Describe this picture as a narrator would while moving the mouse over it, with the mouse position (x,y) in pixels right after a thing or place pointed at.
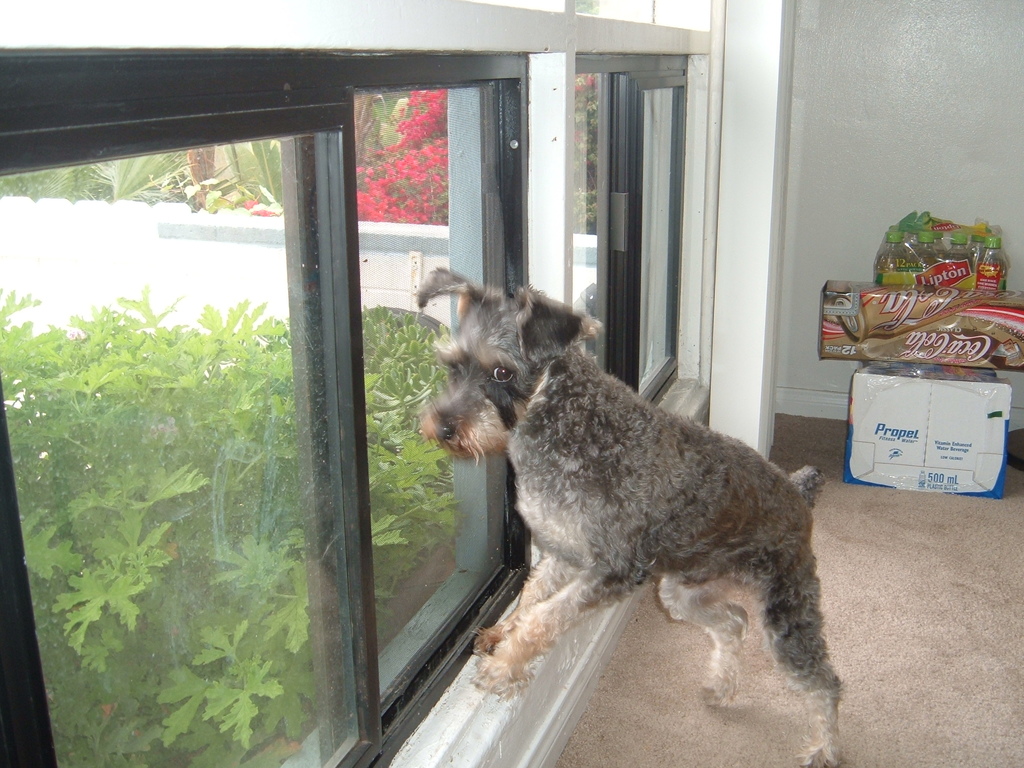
In this image we can see a dog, there are boxes (936,332), and bottles (899,233) wrapped with a cover (932,231), there is a window (294,374), there are plants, trees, also we can see the wall (724,286).
